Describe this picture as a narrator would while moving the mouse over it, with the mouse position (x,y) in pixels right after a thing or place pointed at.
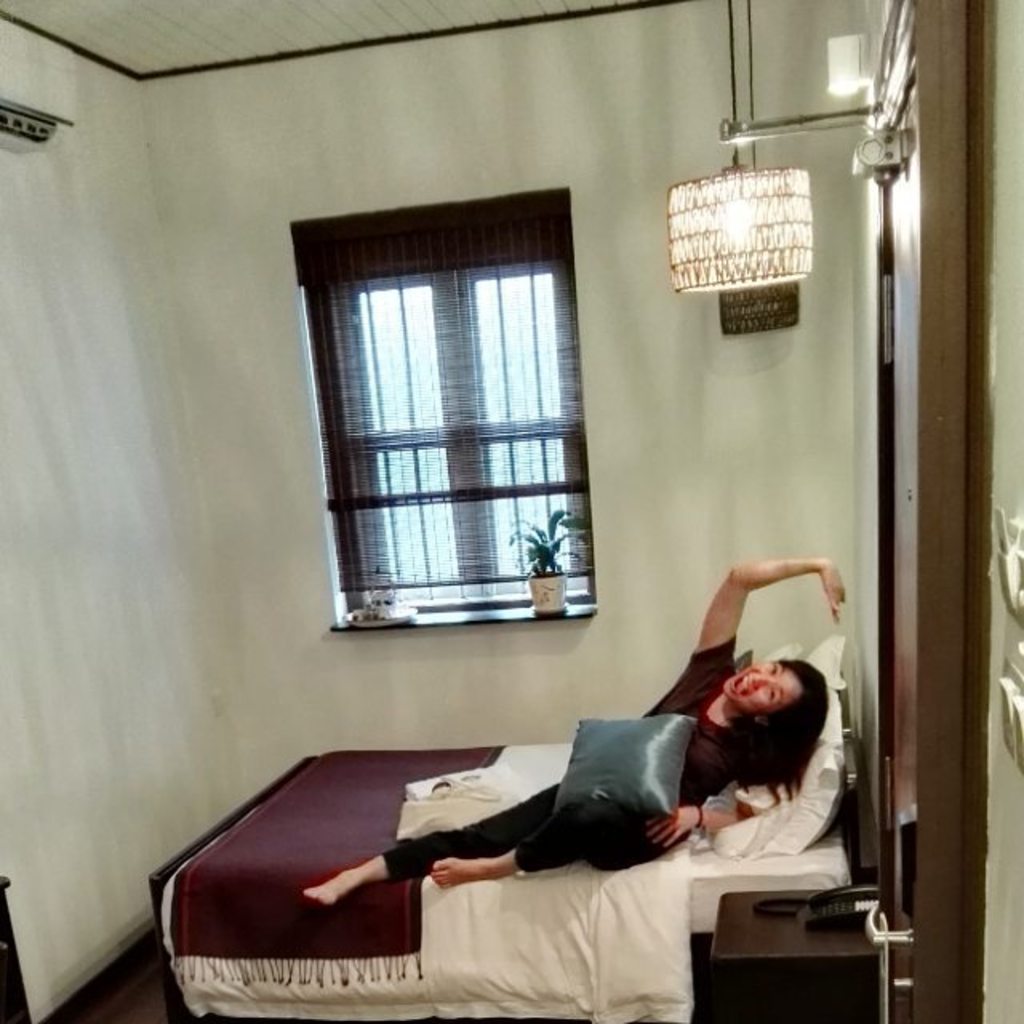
In this picture there is a bed (472,895). On the bed (567,902) we can see person (781,745), pillow (797,802), bed sheet (635,936). On the person (755,671) we can see pillow (580,736). There is a wall (366,126) and window (482,357). There is a lamp (687,236). We can see plant (542,558), pot (538,599). This is floor (126,997).
